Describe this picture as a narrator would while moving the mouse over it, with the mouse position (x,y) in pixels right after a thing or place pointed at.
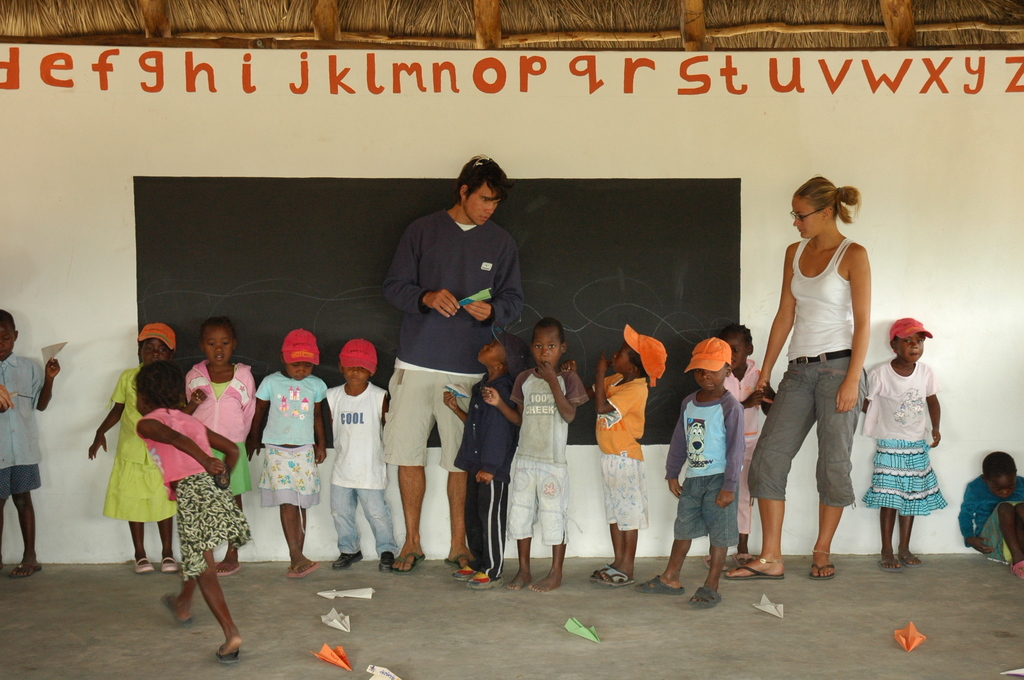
In this image, we can see that there are some people (934,477), among which some of them are children (463,422) and there are two elder people (444,365) where one person (469,365) is holding a rocket (476,301) in his hand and is looking towards the children (681,439) and there is another person (809,257), she is a lady (808,266) and she is looking towards his children (727,428) and there is a black board (182,241) which is present at the back of this people (380,422) and there are also some rockets (332,650) which are placed on the ground (869,650) and there are some alphabets (1022,68) which are written on the wall (33,53) and there is a roof (215,27) which is brown in color.
